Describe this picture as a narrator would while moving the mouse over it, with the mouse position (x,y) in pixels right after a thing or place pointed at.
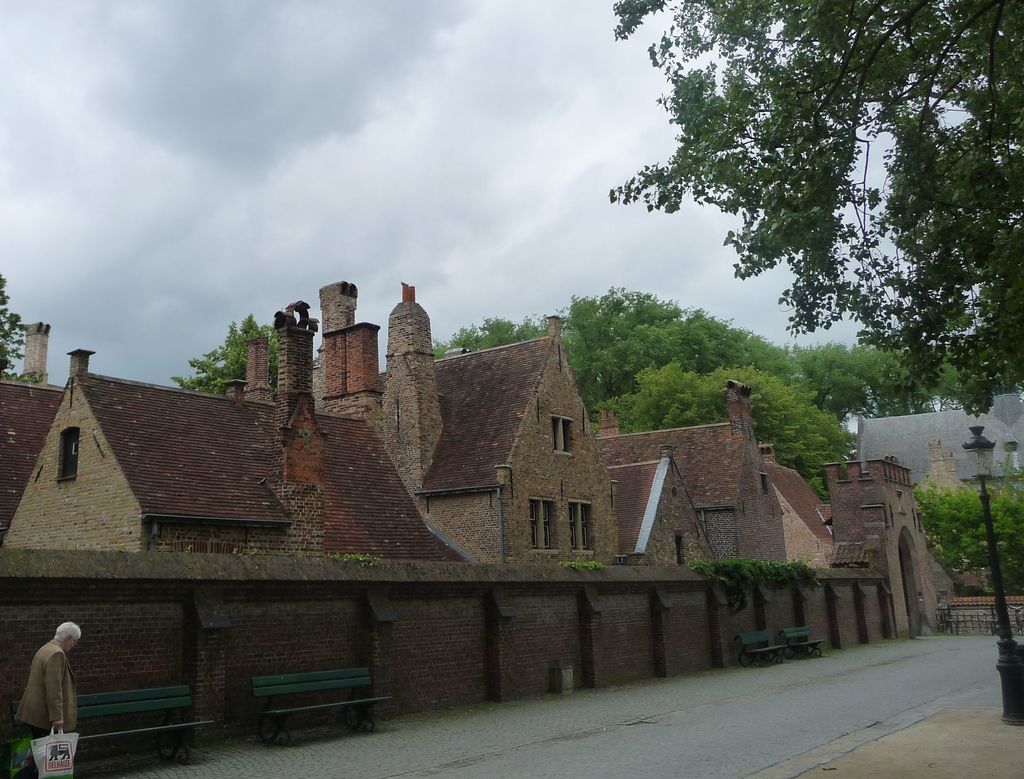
In this image I can see road (503,749), few benches (178,728), number of buildings (501,473), trees (976,250), cloudy sky (464,225), a pole (993,533) and a street light (984,491). I can also see a person (49,678) over here and I can see that person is carrying a white carry bag (63,747).
